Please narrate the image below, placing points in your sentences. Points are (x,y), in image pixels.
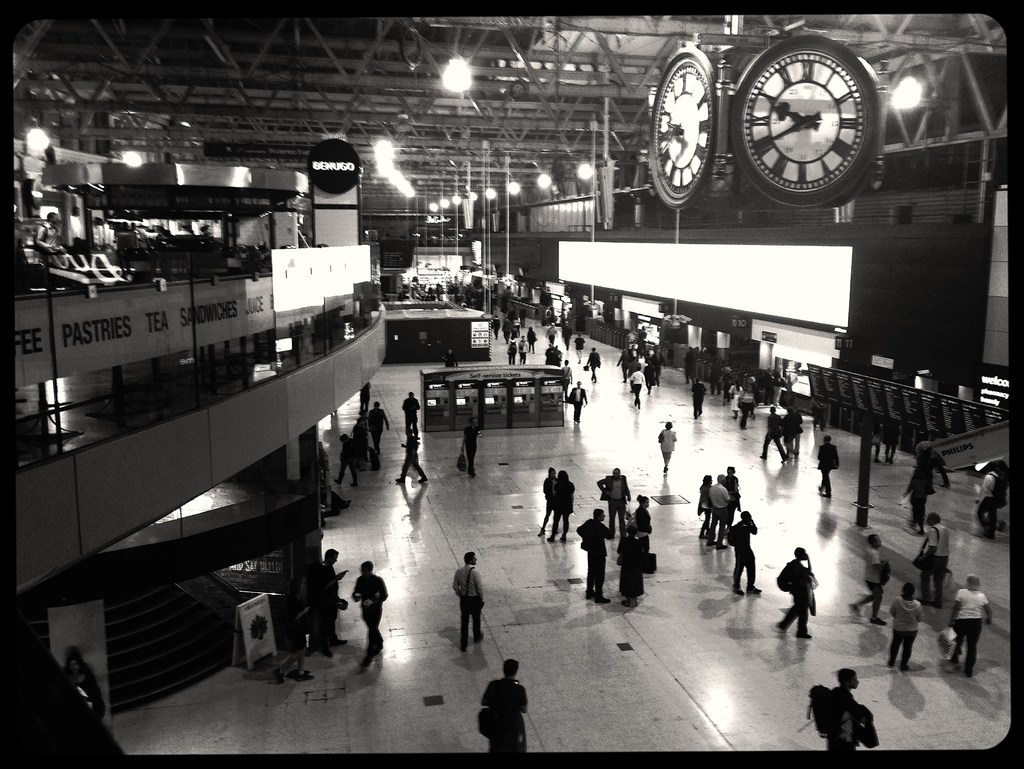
In this image at the bottom (598,515), there are many people (365,591), posters (261,647). In the middle (477,425) there are clocks (697,130), lights (384,154), posters (207,307), some people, text (203,302), poles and roof (544,120).
